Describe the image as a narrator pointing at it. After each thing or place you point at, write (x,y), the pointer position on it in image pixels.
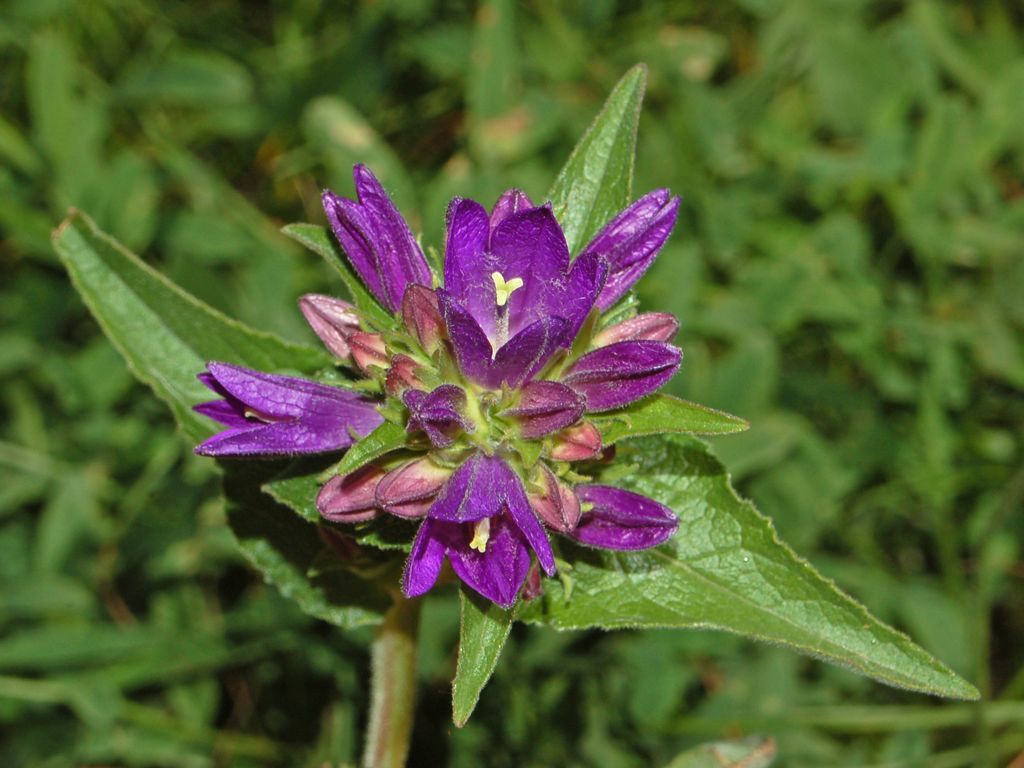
In this there are small flowers (423,421) in the middle (428,361). In the background (727,235) it seems like there are so many plants (820,204).
